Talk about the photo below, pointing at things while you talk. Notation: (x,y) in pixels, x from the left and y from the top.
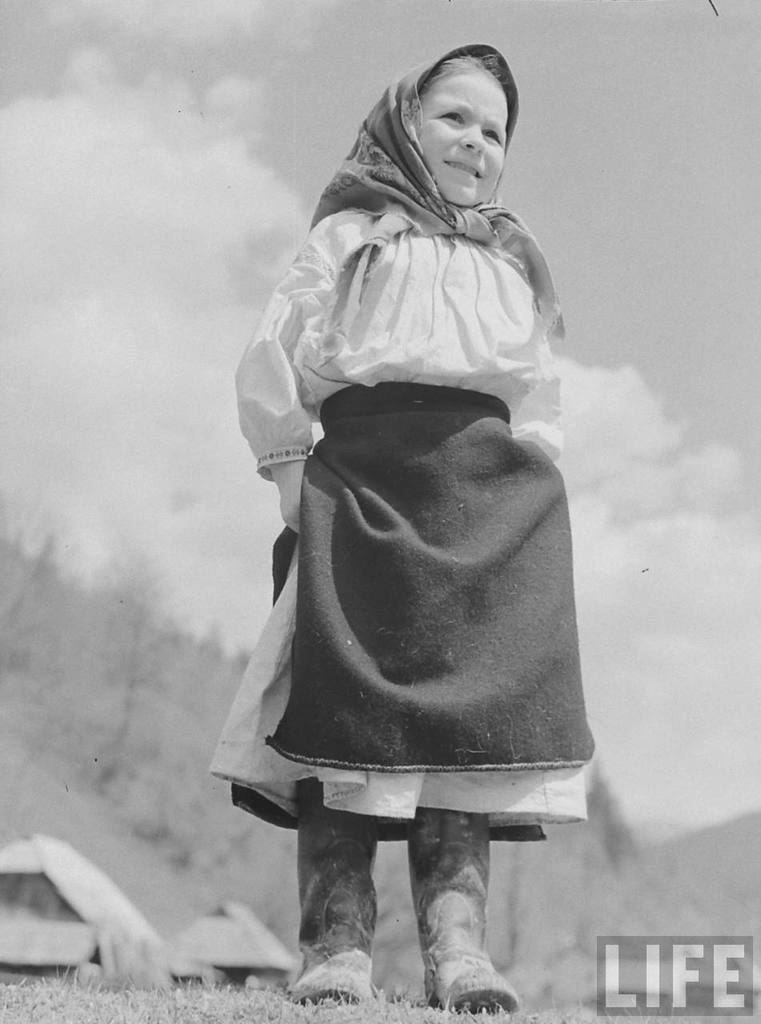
This image consists of a girl (378,441) wearing a scarf (340,199). At the bottom (165,1004), there is grass (312,1023). In the background (62,739), there are mountains (140,829) along with the plants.
